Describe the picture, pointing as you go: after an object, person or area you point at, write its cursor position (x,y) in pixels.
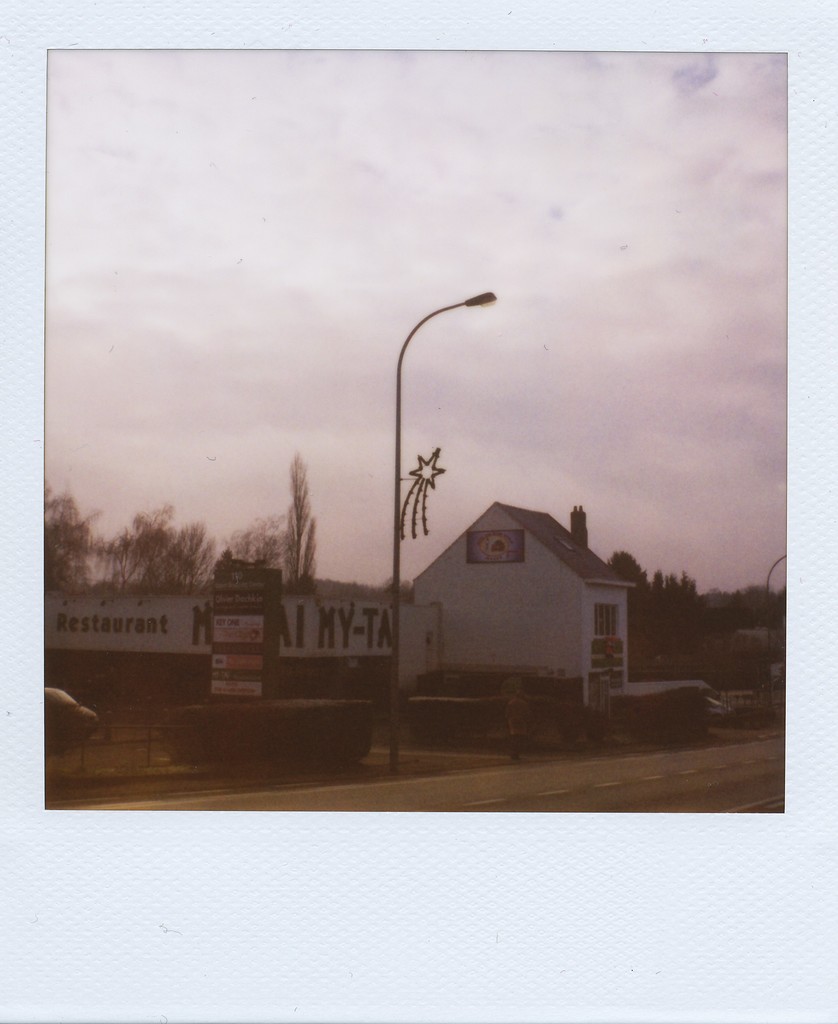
This image consists of a small house (502,636) in the middle (447,612). There is a light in the middle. There are trees (697,669) in the middle (301,556). There is sky (418,233) at the top (418,233).
